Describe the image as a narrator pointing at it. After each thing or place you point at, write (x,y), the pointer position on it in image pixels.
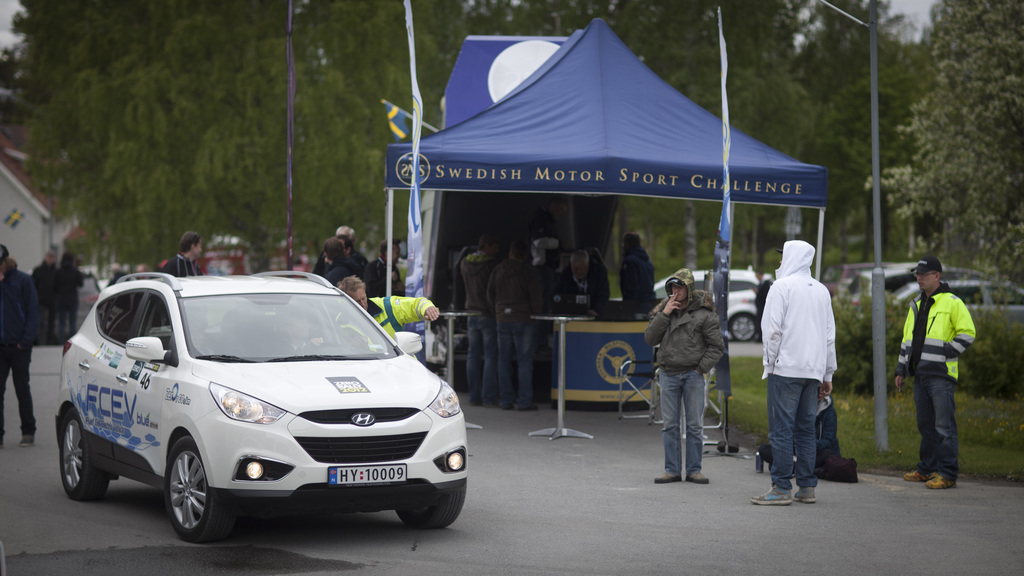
There is a white color car (276,371) and people (385,290) are present as we can see at the bottom of this image (277,392). We can see a tent (622,114) in the middle of this image (601,214). There are trees (387,64) in the background (792,129).
